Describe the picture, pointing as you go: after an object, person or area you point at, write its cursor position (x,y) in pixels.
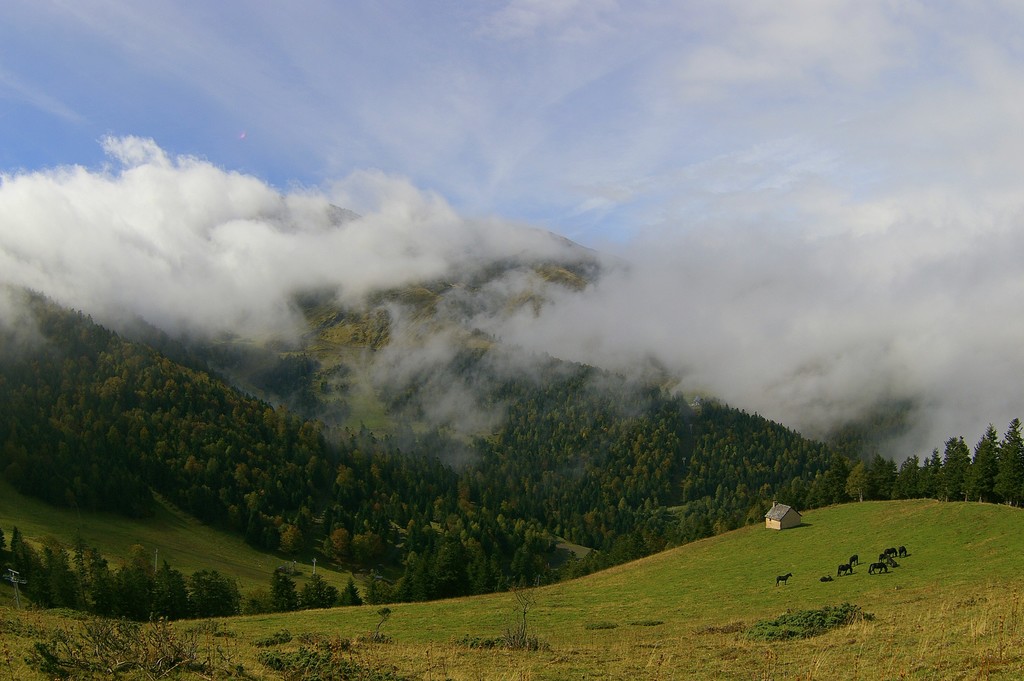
In this image I can see the hill (815,456) and I can see small house (790,525) and animals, smoke (906,286), the sky (476,174) some trees (163,394) visible.
